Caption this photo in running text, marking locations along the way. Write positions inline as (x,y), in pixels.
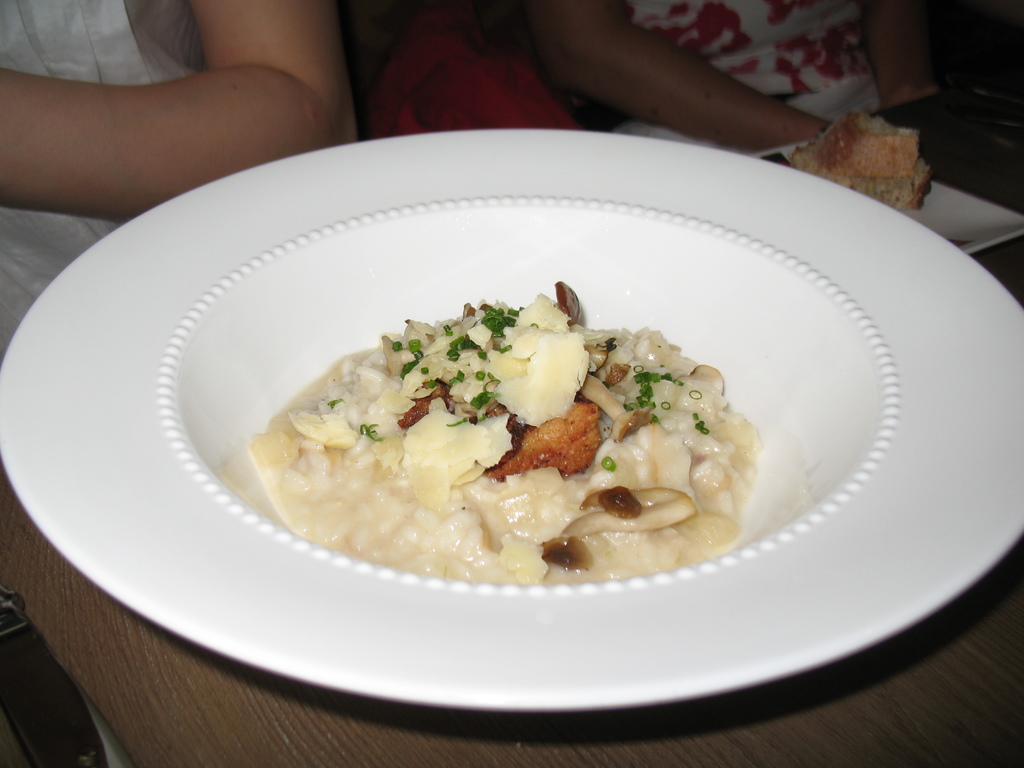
In this image I can see food (646,470) which is in brown and cream color in the plate (295,563) and the plate (311,545) is in white color, at the back (142,102) I can see two persons (619,103) sitting.
